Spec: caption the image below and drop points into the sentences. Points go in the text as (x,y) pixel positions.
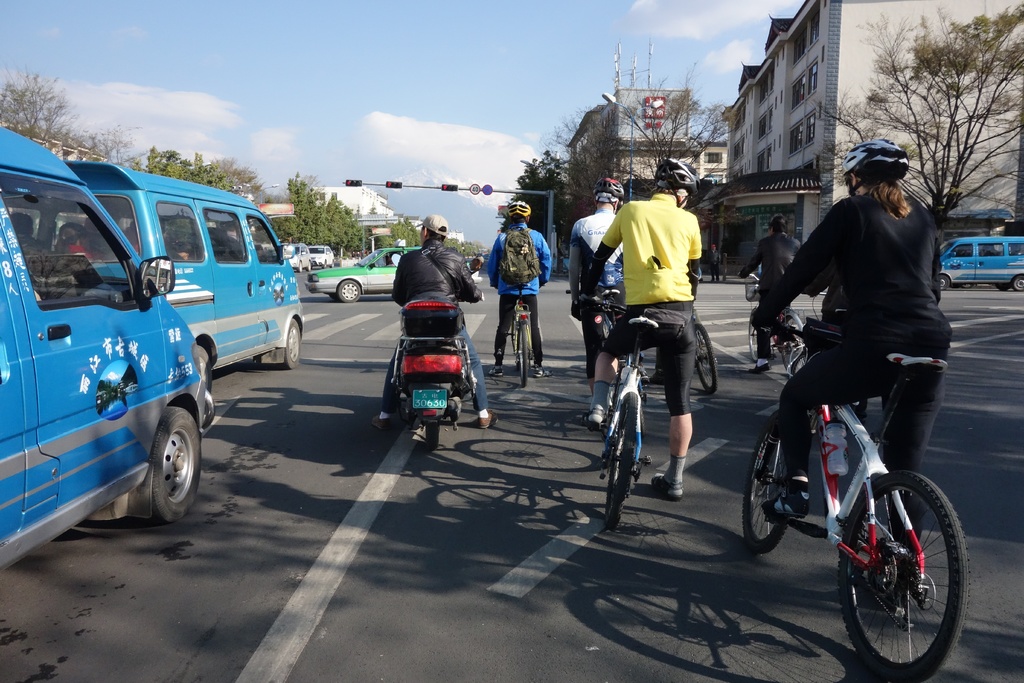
In this image we can see some vehicles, a person (475,373) on a motor vehicle (467,398) and a group of people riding bicycles (847,585) on the road (757,571). We can also see a group of trees (355,243), buildings (628,102), a street pole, the traffic signal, the sign boards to a pole (551,199) and the sky (481,110) which looks cloudy.
